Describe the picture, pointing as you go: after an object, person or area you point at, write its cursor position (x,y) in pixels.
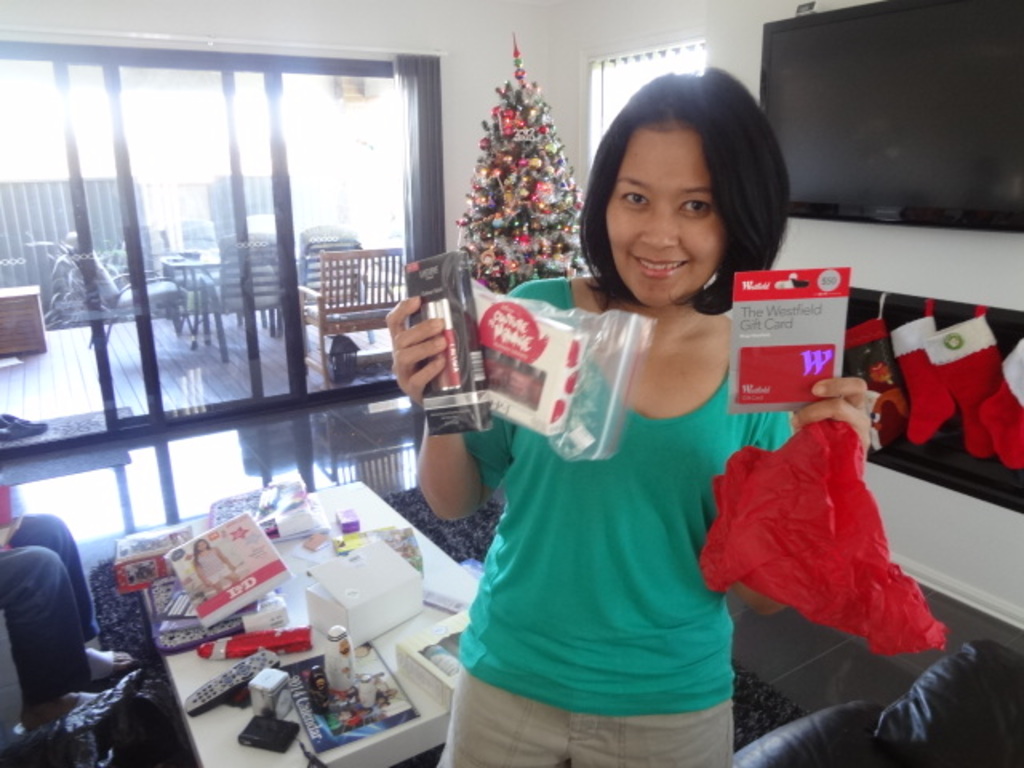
In this image we can see a woman (650,519) standing and holding a cover (588,317) and few objects (588,337) in her hand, there are person's legs (27,600) on the left side (37,634) and there is a table (222,721) beside the woman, on the table (209,722) there is a remote (230,678), few boxes (395,617) and few other objects (336,665), on the right side of the image (883,708) there is a couch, television (876,148) to the wall (907,246) and below the television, there are few socks (904,362) hanged to the wall (574,151), there is a mat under the table (388,659), in the background (485,167) there is a Christmas tree (508,167), a window (629,83) and a glass door (223,230), through the glass door (167,336) we can see few chair (262,269), a table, few vehicles (68,264), wall (69,200) and a doormat (54,424), there are footwear (39,425) on the mat (78,434).
